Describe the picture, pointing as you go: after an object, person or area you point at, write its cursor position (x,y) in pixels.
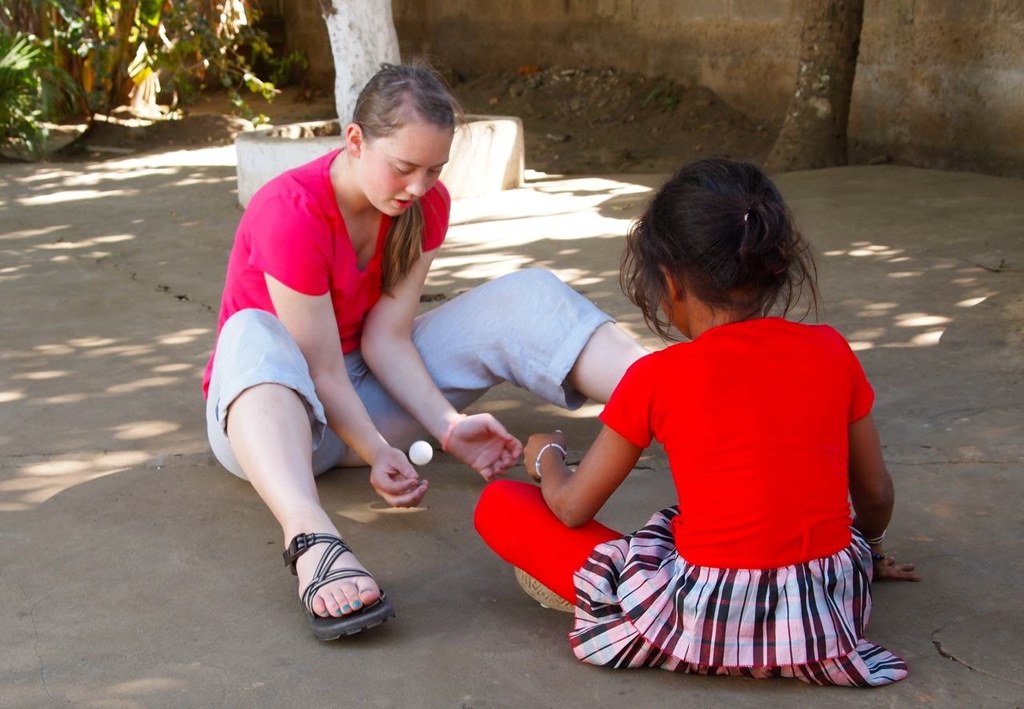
In this image in the center (368,300) there are two girls (688,493) sitting and they are playing with ball (426,456). At the bottom (91,626) there is walkway (906,447), and in the background (826,129) there is sand (543,81) and some trees (116,43) and a wall (939,78).
